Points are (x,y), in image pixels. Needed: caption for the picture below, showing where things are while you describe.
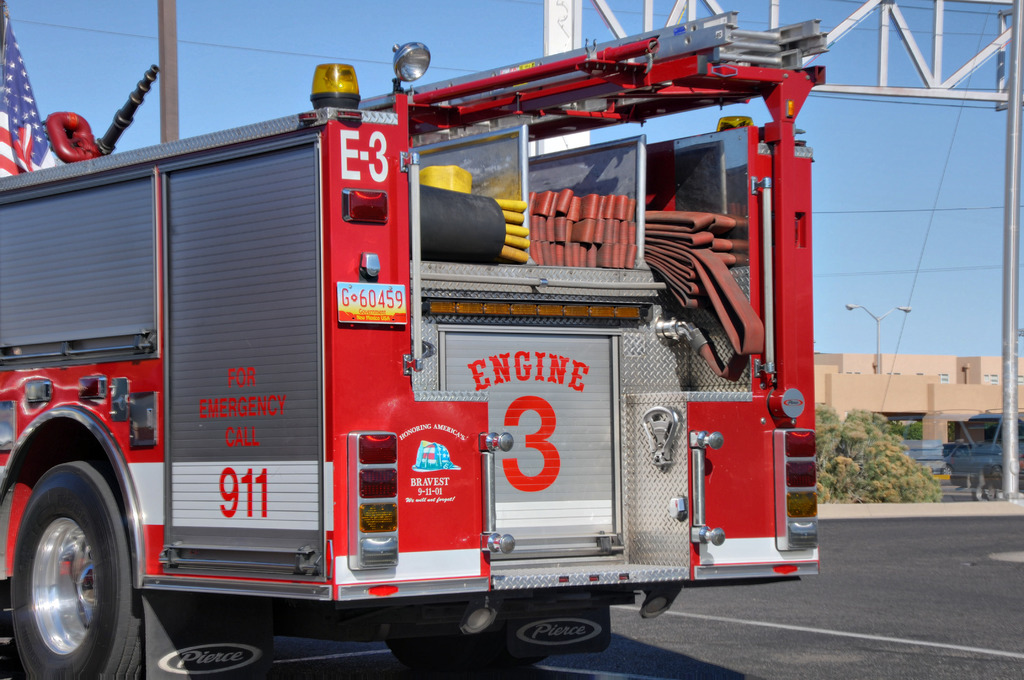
In this picture we can see a red color fire extinguisher van (401,186) on the road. Behind there is a brown color small houses (966,367). On the front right side (708,6) there is a silver metal frame (569,38).
